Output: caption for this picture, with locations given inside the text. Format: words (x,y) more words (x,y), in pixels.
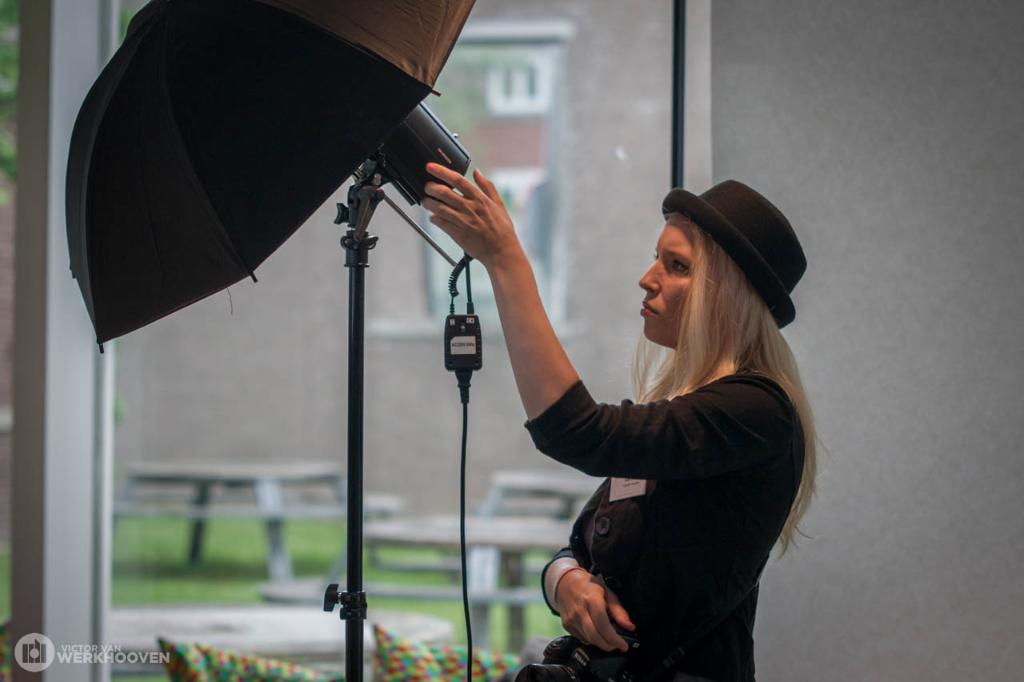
A woman (635,607) is standing wearing black hat (748,240), black dress (771,394) and has blonde hair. There is a black umbrella (212,234), stand (349,274) and wire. There are cushions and a glass window (230,514).
